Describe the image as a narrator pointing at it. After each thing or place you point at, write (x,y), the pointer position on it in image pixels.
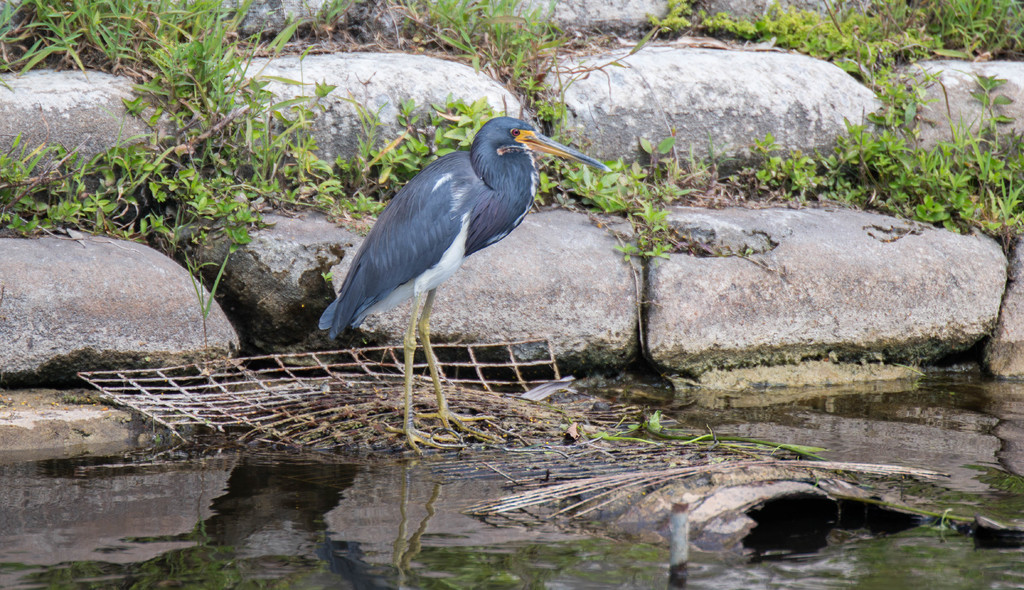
As we can see in the image there is water (89,544), bird (442,208), grass (154,116) and rocks (828,343).
